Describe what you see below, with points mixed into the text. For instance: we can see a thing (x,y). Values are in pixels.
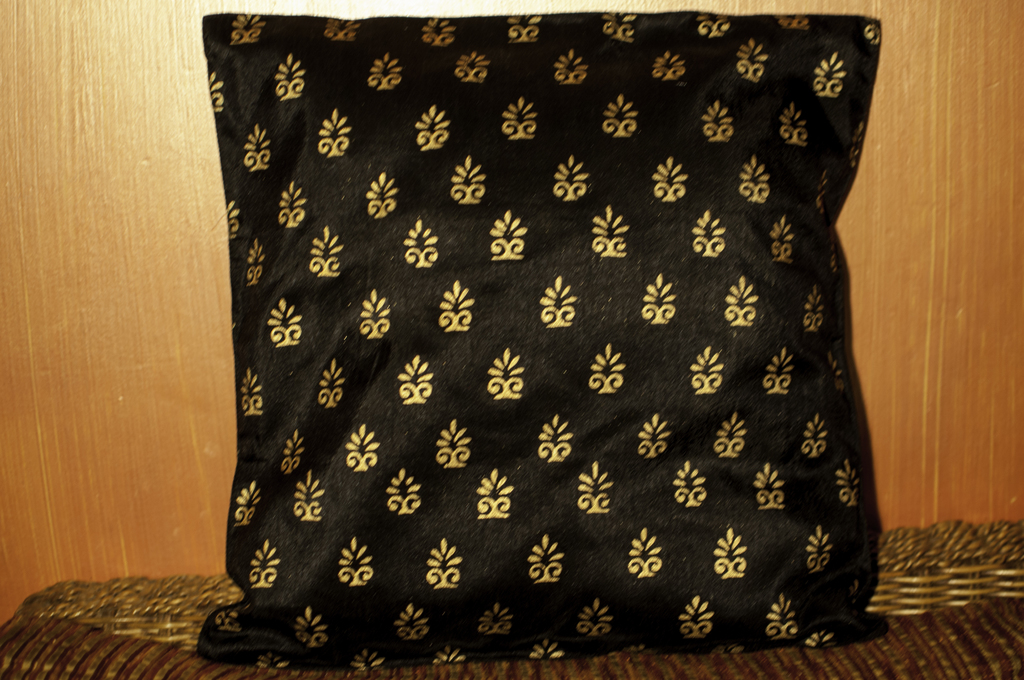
In this picture i can see a pillow (447,434) on an object (321,678). In the background (12,521) i can see a wooden wall (87,295).
